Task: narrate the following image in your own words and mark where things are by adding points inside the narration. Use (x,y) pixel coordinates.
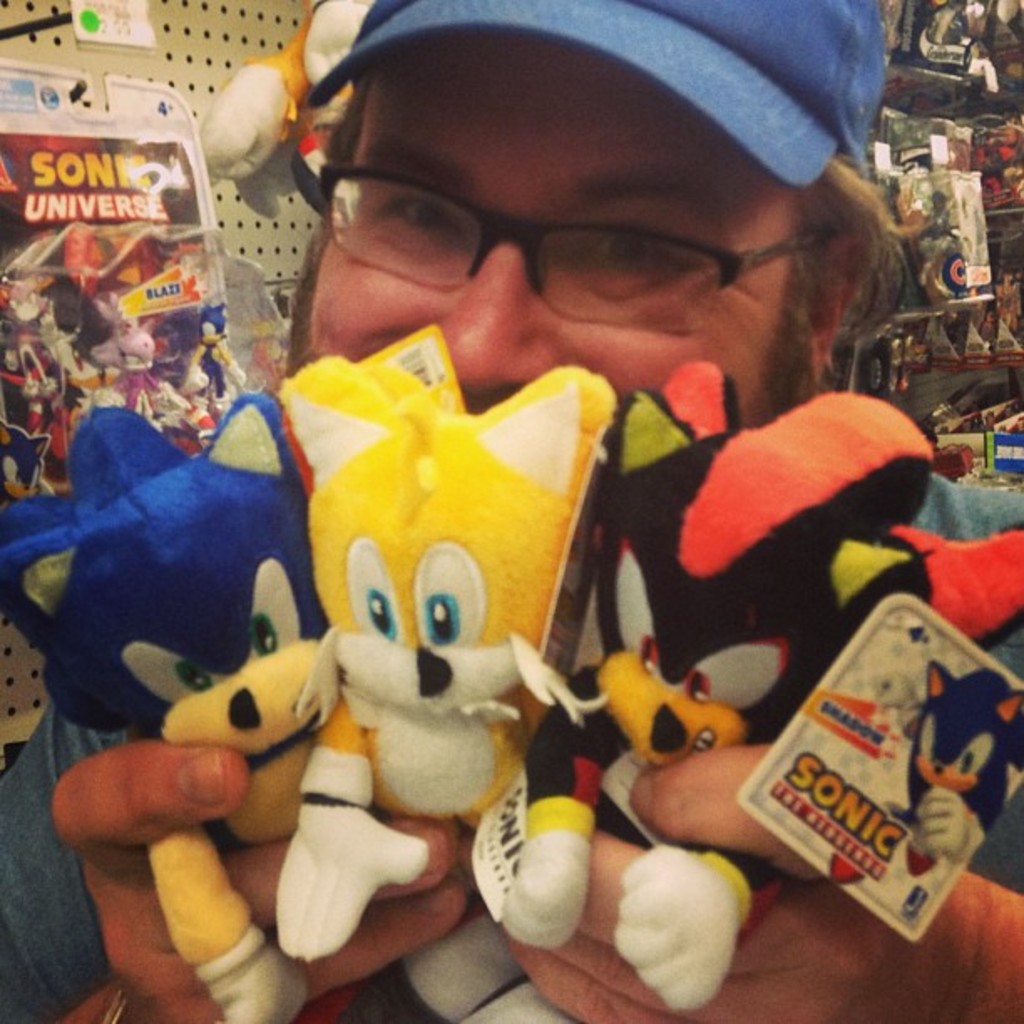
In the image in the center (555,347) we can see one person (409,886) holding toys (362,563). And he is smiling, which we can see on his face (766,373) and he is wearing blue color cap (712,104). In the background (978,173) there is a wall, toys (43,335) and few other objects (21,212).
